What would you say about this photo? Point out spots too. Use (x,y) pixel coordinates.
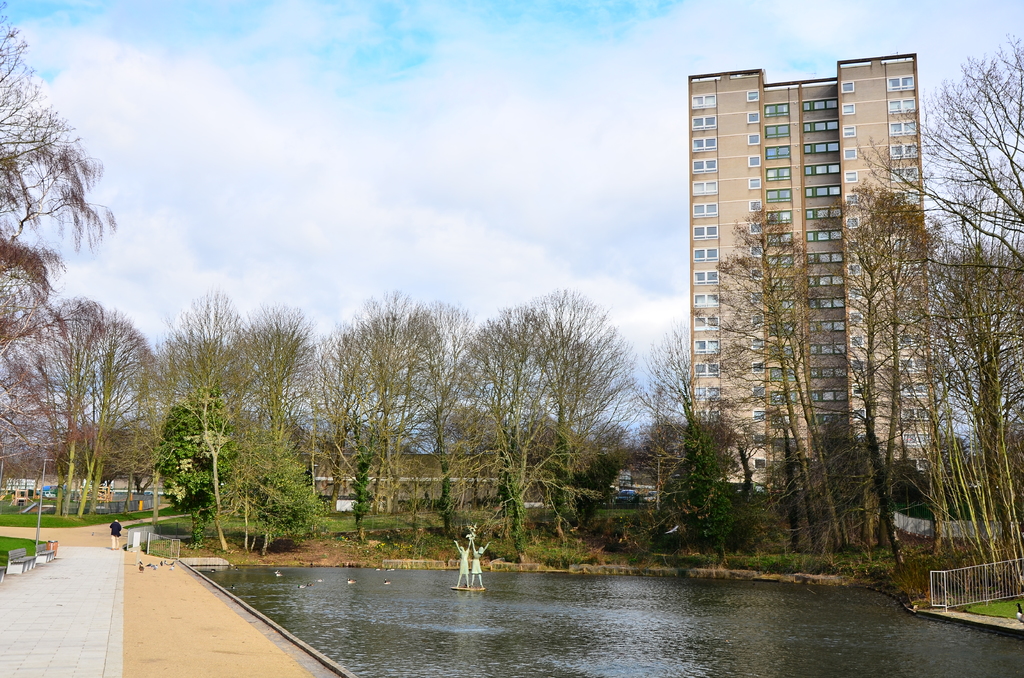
In this picture there is a person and we can see water (481,596), statues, railing (1020,570), grass (969,608), benches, plants (539,520) and trees (944,355). In the background of the image (598,149) we can see building (729,307) and sky (526,229).
